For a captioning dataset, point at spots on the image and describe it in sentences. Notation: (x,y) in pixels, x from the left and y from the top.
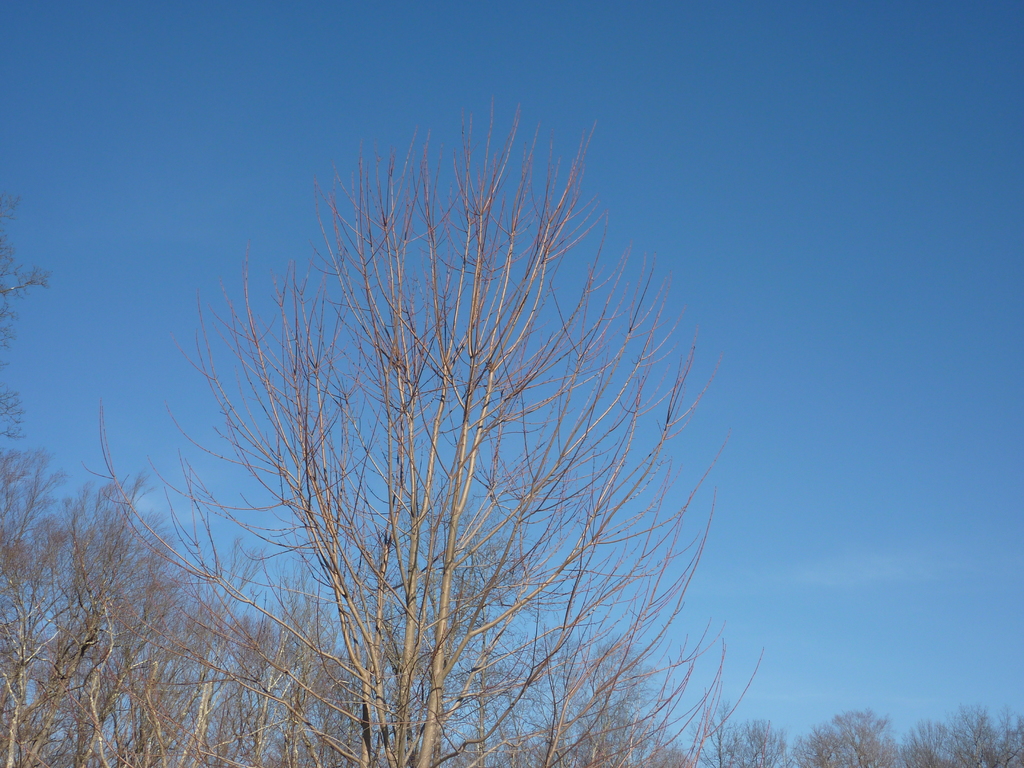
In this image we can see dry trees (444,679) and the blue color sky (578,272) in the background (76,133).
